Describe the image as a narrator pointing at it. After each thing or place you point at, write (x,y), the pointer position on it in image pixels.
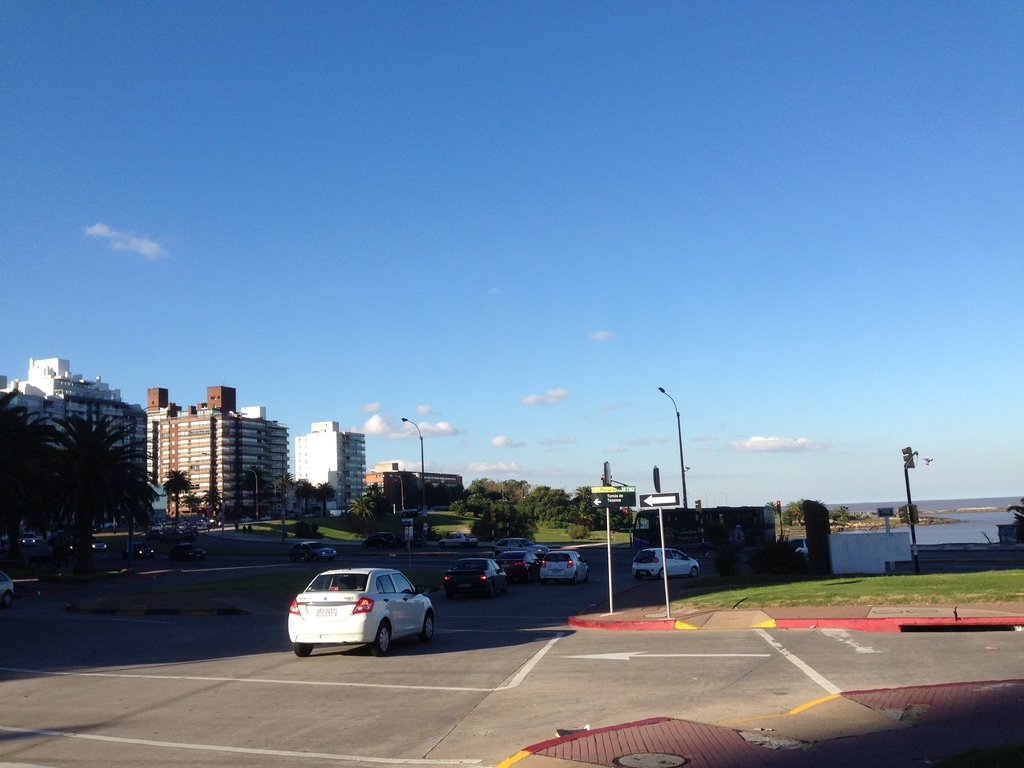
In this image we can see a few vehicles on the road (529,722), few road signals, grass (873,592), few lights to the electric poles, few trees (131,503), water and some clouds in the sky (880,489).
